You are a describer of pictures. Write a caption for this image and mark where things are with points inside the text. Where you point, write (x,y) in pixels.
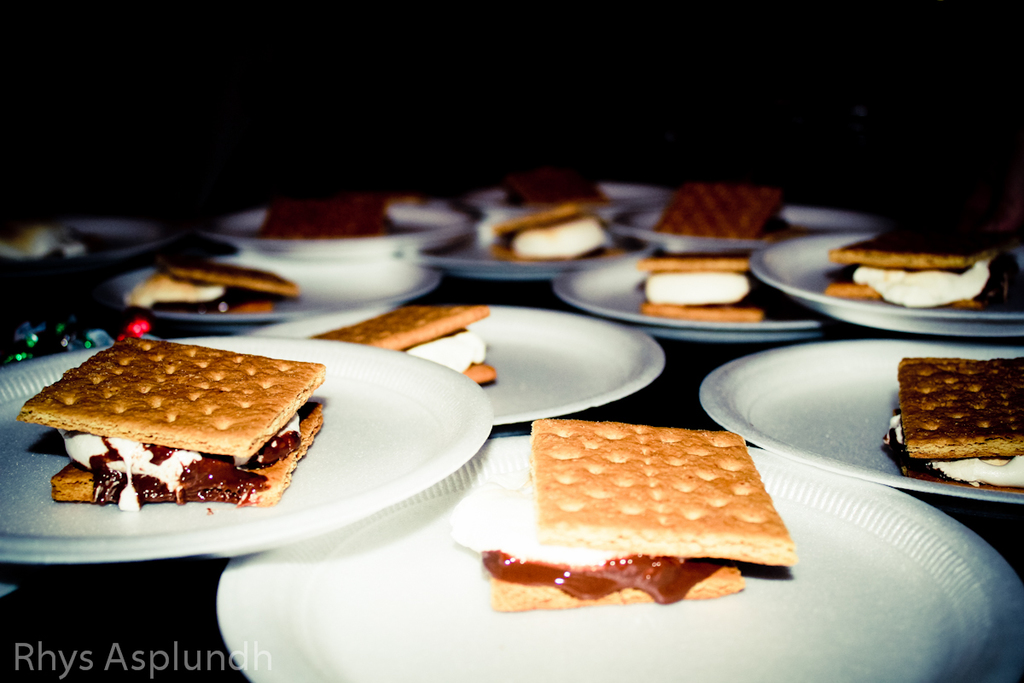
In the image in the center (455,298), we can see one table (68,623). On the table (429,303), we can see plates (439,499) and some food items (261,307). In the bottom left of the image (245,671), there is a watermark (237,656).
